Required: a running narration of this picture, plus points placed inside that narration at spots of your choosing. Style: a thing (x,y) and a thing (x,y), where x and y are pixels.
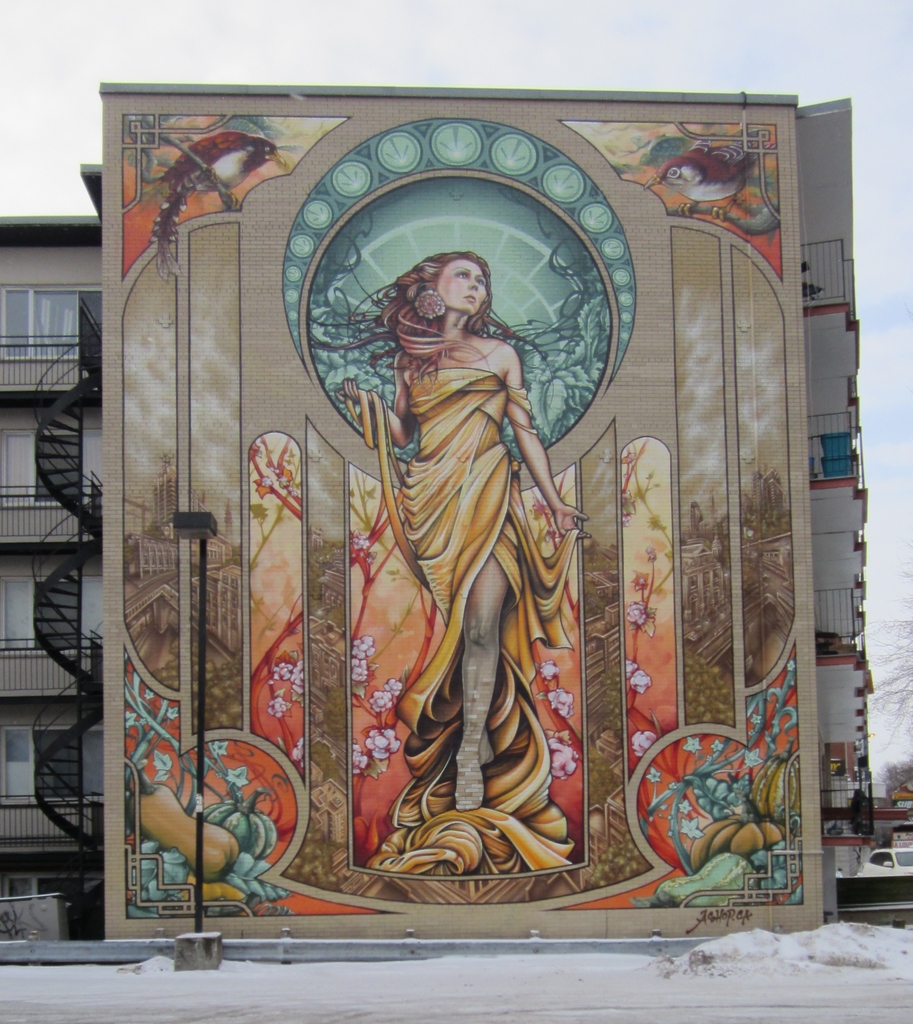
In this picture we can see a painting (392,451), in front of the painting (279,566) we can find a pole (203,704) and snow (792,945), in the background (93,683) we can see metal rods (81,361) and buildings (812,491), and also we can see vehicles (869,867).
